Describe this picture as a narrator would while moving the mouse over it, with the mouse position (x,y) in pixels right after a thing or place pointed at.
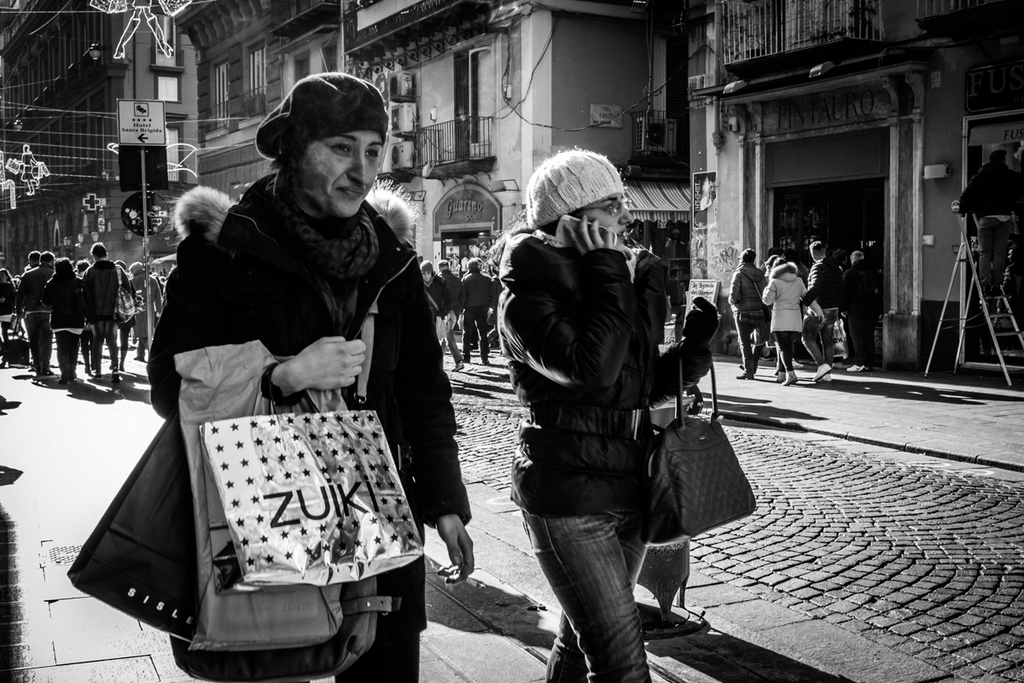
It is a black and white picture. In this image I can see people (365,250), buildings (277,41), boards (129,139), ladder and things (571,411). In the front of the image (528,345) two people (533,356) wore bags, jackets (391,446) and caps (321,139).
